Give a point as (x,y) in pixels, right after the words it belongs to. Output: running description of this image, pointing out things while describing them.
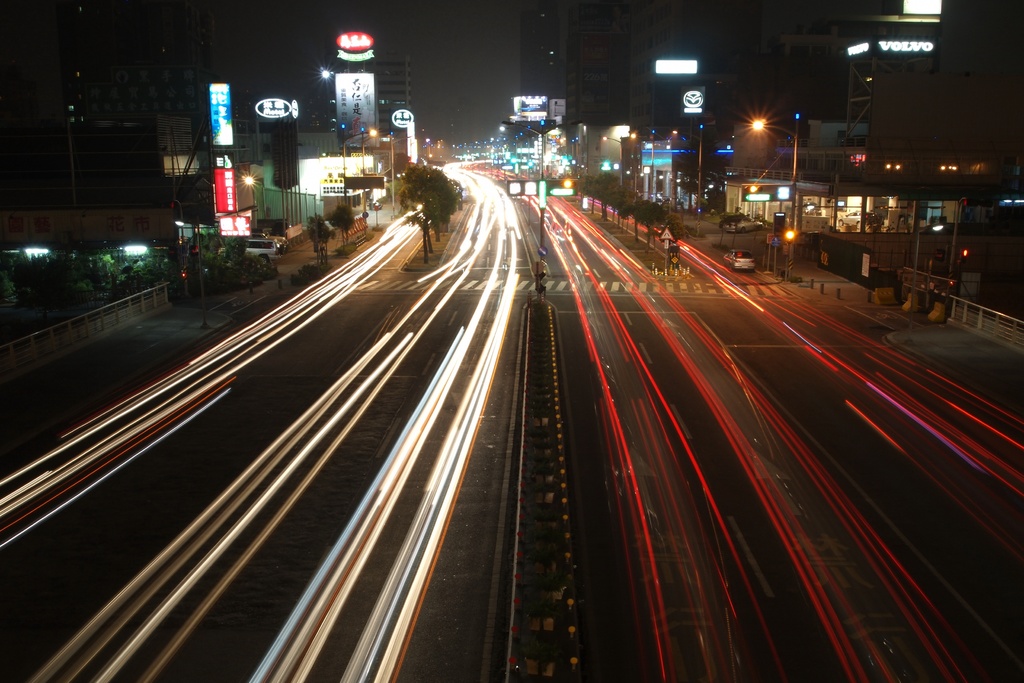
In the center of the image (492,292) we can see the road (492,292) with lights (447,376). In the background (96,166), we can see buildings (36,187), trees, poles (621,154), lights (632,137), sign boards (276,111), some vehicles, fences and a few other objects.
